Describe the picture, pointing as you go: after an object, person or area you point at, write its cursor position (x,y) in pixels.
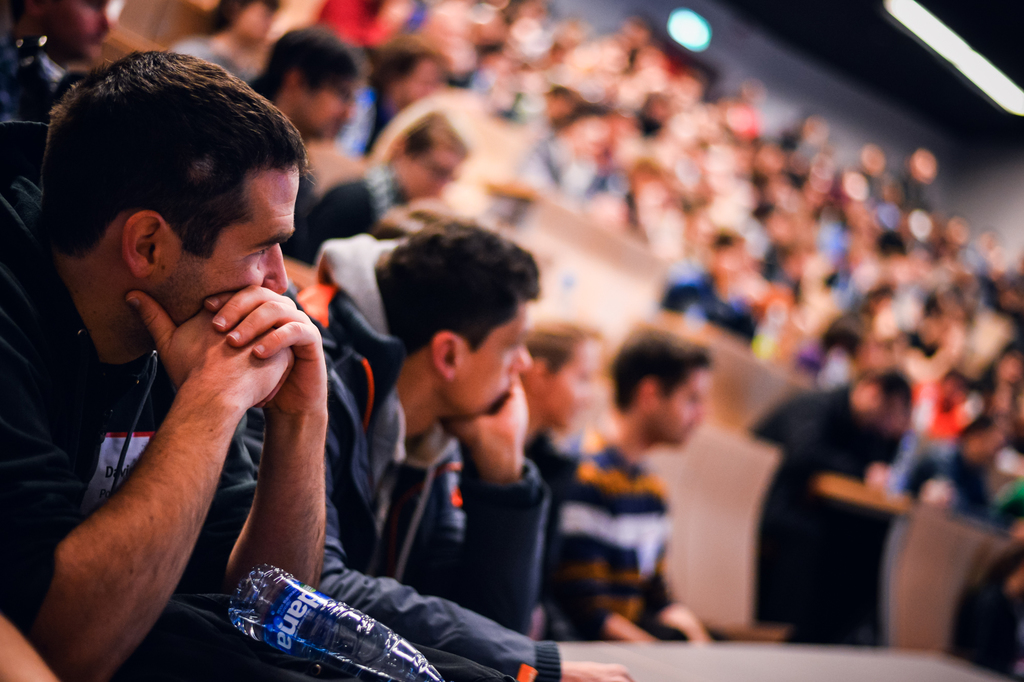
In this image in the foreground (398,240) there are some people (246,496) sitting and there is a bottle (335,624), and there is a blurry background (720,497).
